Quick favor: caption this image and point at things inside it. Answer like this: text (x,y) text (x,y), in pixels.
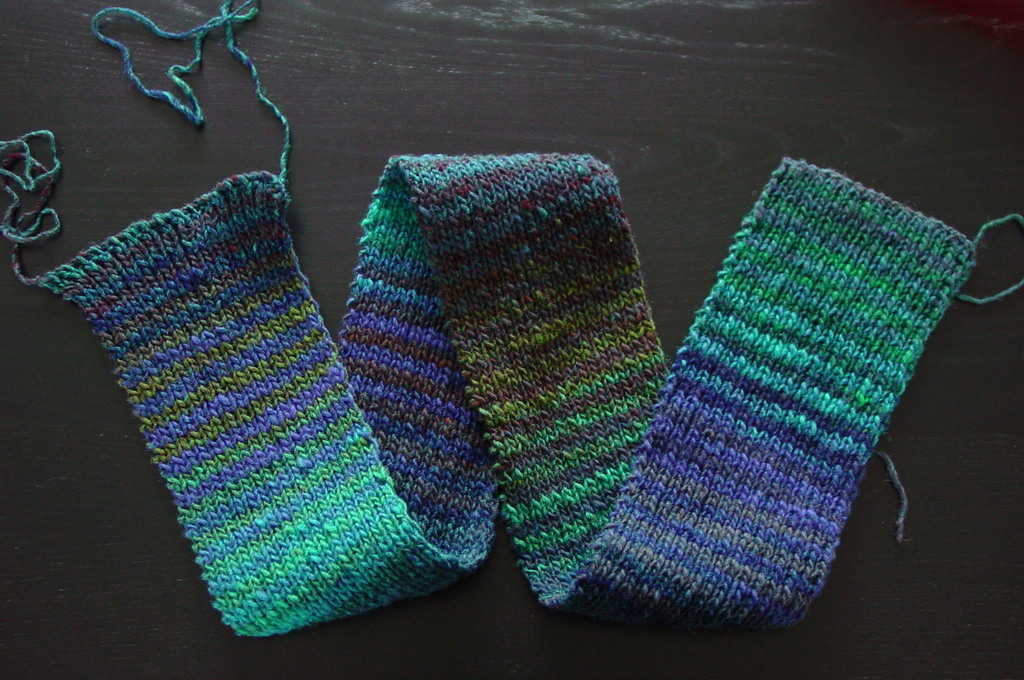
In this picture we can see the scarf (643,382), which is kept on the wooden table (676,156).
